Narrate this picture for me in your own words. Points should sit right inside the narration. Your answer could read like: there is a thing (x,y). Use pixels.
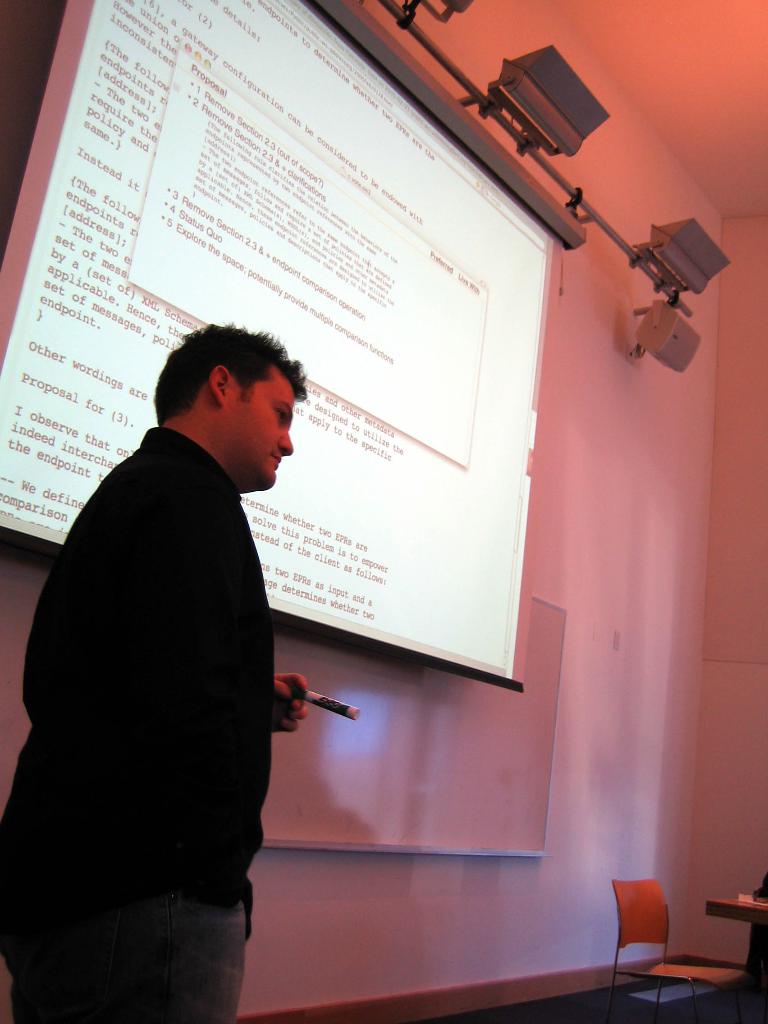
In this picture we can see a man (175,698) is standing and holding a pen (295,692), on the left side (189,216) there is a projector screen (279,236), we can see some text (271,177) on the screen (259,176), at the right bottom (695,976) there is a chair (671,970) and a table (733,917), in the background (681,569) there is a wall (462,54), they are looking like lights (678,233) at the top of the picture (531,76).
